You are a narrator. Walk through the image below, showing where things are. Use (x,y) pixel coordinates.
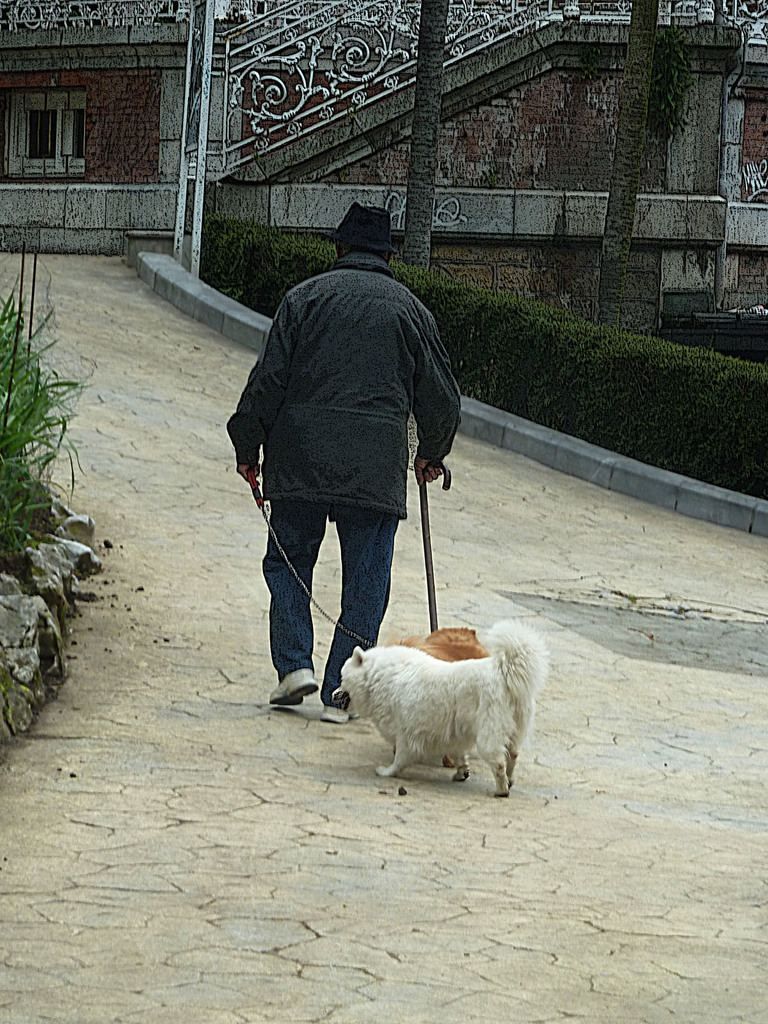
In this image i can see outside view of a house (142,128) and a person (307,437) walking on the road (156,438) is holding a dogs (391,679), on the other hand (418,476) he is holding a stick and there are some grass (23,447) on the left side (13,493) and there are some bushes (569,365) on the right side (571,347) and there is a wall (488,157) visible on the background (482,143) and there is a window (72,129) visible on left side (38,136) corner.
